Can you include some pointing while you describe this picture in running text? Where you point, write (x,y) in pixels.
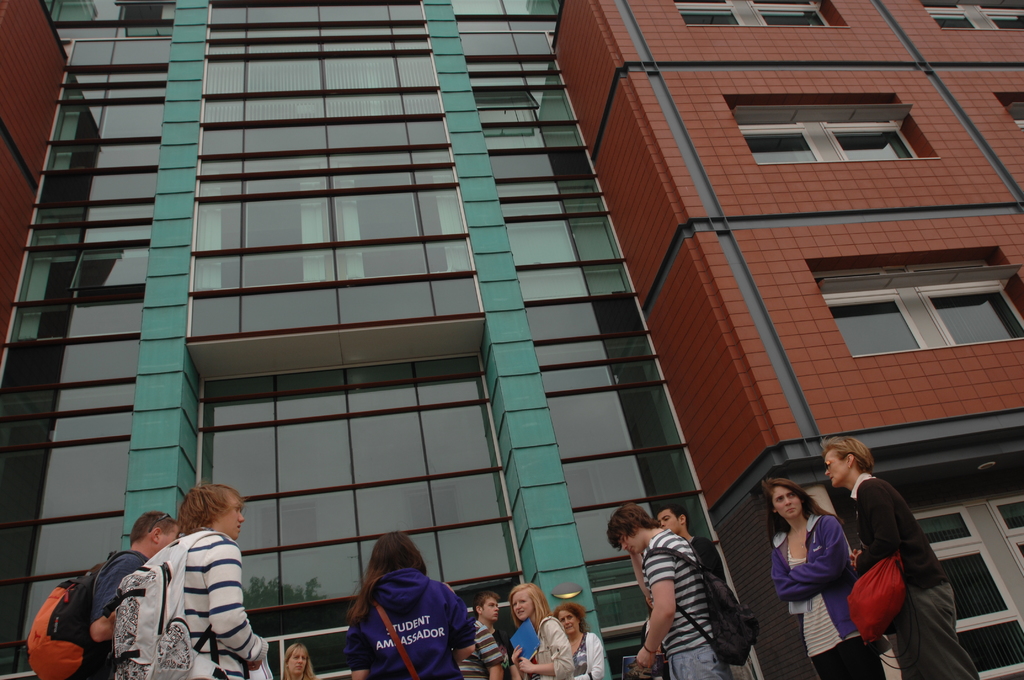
In this picture there are group of people (575,605) standing. At the back (274,645) there is a building (916,230) and there is a reflection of a tree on the mirror (273,533).
